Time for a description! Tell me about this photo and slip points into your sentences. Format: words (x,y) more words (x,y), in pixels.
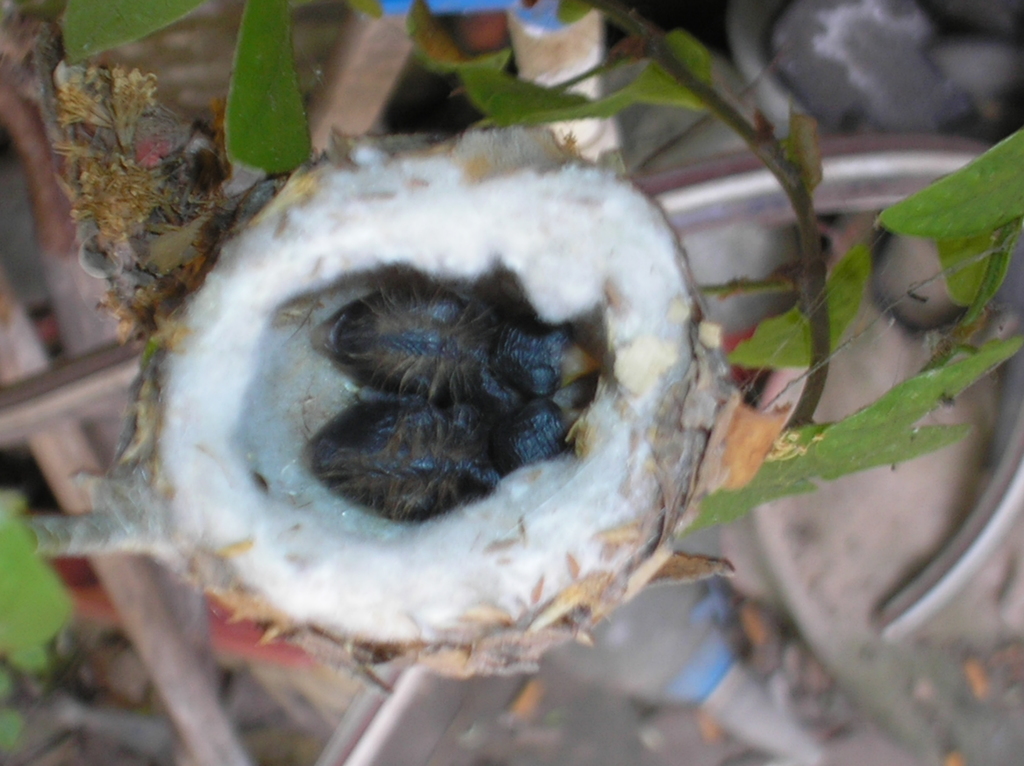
In this image we can see two birds (447,458) in the nest (212,537) and few leaves (471,76), blurred background (382,46).
